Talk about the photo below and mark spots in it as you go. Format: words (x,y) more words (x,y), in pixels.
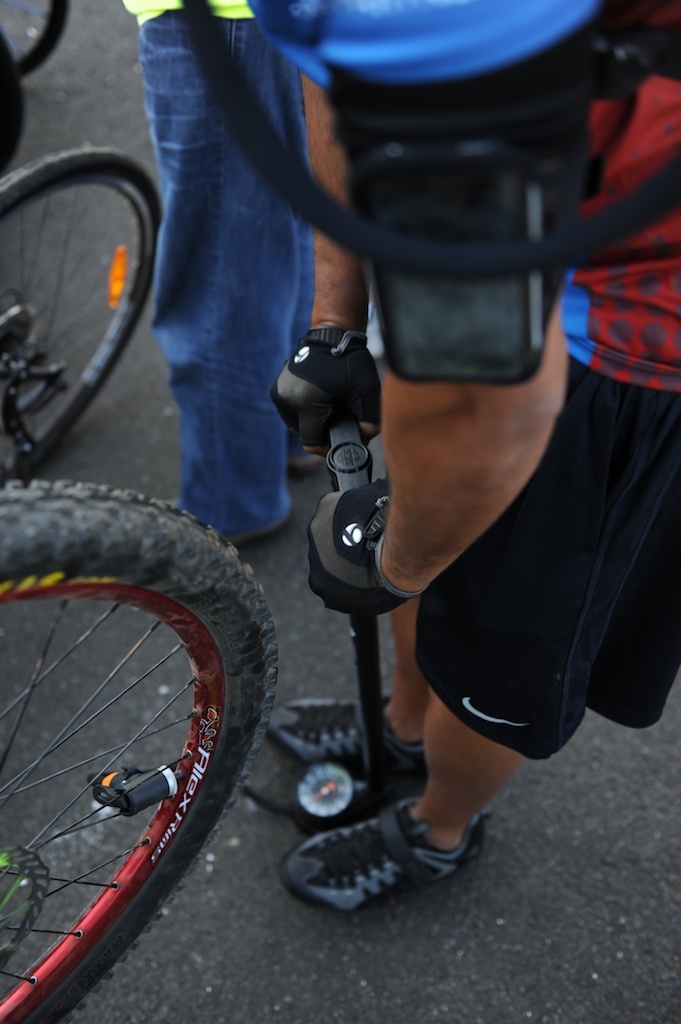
In this image we can see the person (483,553) standing and holding a cycle pump (363,723). And at the side there are bicycles (108,500) on the road (345,663). And there is the other person (249,383) standing on the road (345,663).
